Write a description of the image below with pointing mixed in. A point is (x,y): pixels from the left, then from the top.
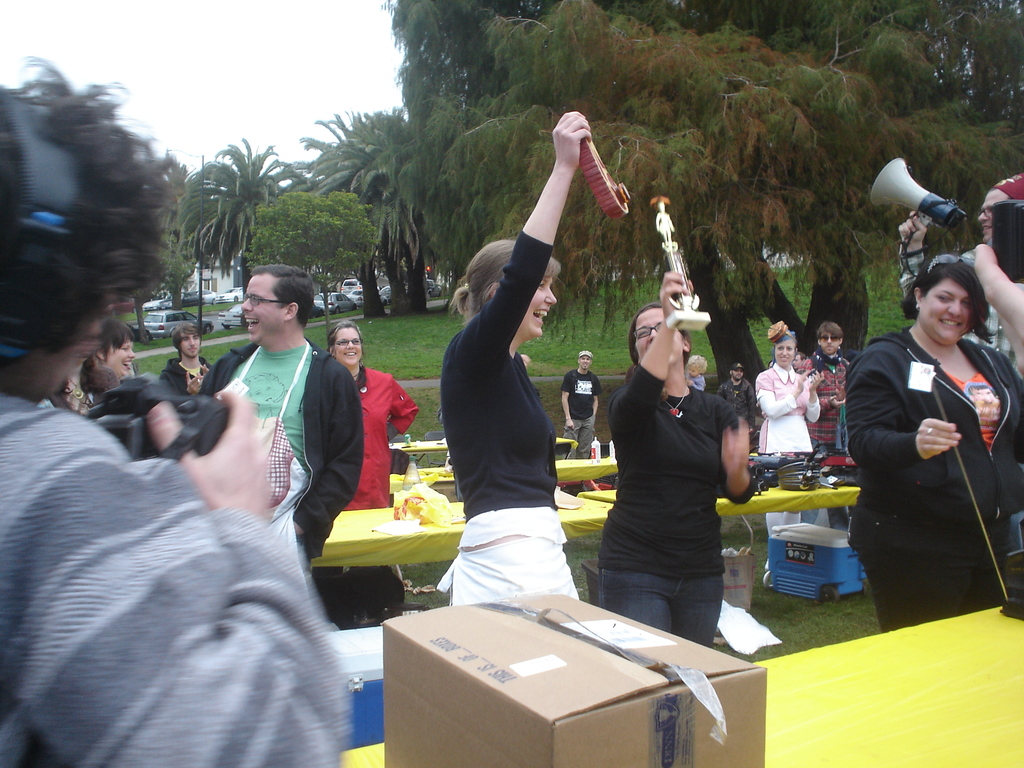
In the image we can see there are many people (497,461) around, they are wearing clothes (617,462) and some of them are wearing spectacles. There is a table (397,545), on the table (382,538) there are many other things (417,522). This is a box (543,648), container (795,557), grass (803,635), hand speaker (898,185), camera (178,395), headsets (41,244), trees (287,224), vehicles (166,319), pole (198,288) and white sky (212,107).
